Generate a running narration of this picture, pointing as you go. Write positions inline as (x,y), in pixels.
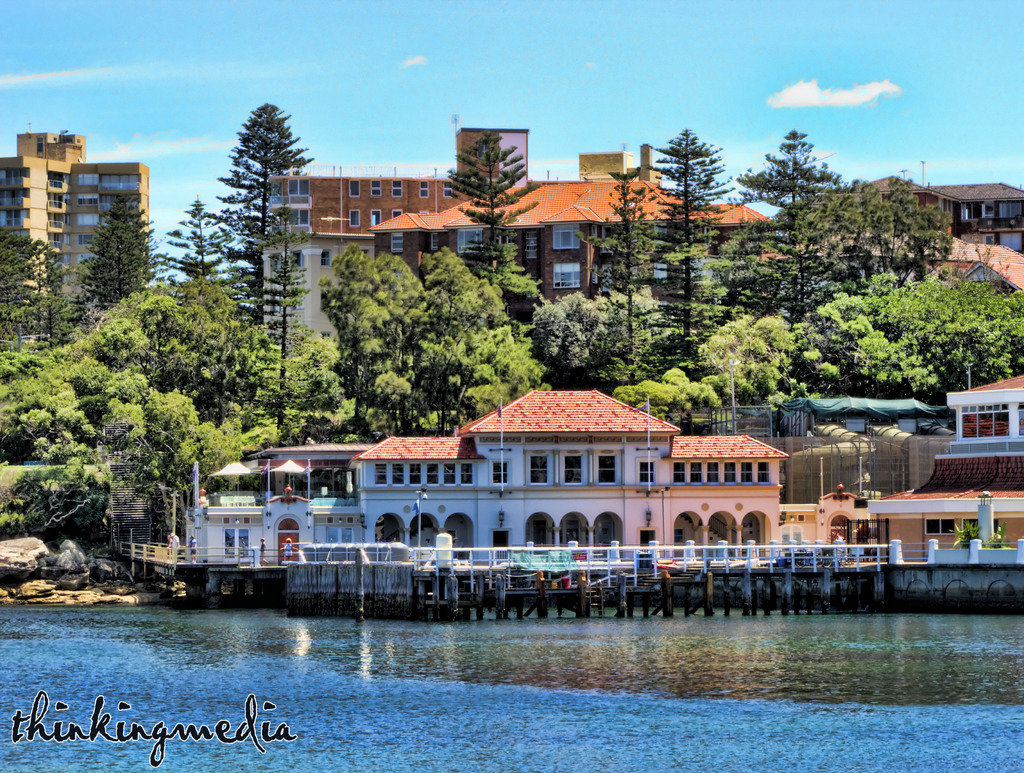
Here in this picture we can see buildings (351,208) and houses (402,458) present over a place and in the front (72,634) we can see water (72,634) present and on the ground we can see some rock stones (96,571), grass (57,476) and plants (339,432) and trees (673,386) present and we can see clouds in the sky (435,65).
